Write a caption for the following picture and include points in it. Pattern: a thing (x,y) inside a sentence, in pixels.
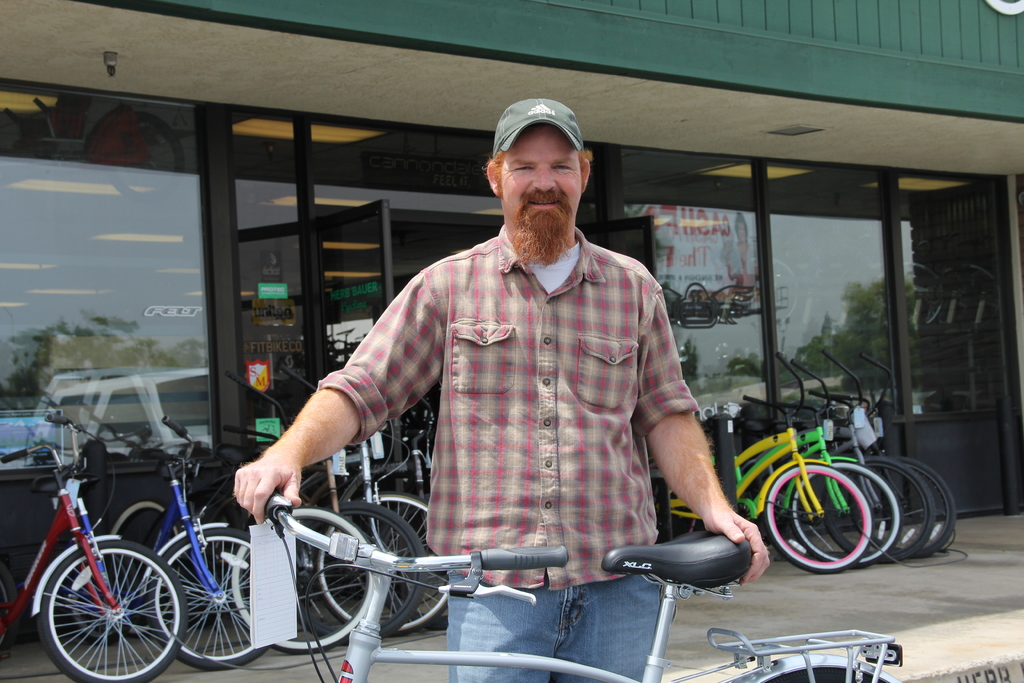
In this picture there is a person (577,452) standing and holding a bicycle (657,572) in his hands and there are few other bicycles (783,487) behind him and there is a bicycle store (469,180) in the background (338,186).
